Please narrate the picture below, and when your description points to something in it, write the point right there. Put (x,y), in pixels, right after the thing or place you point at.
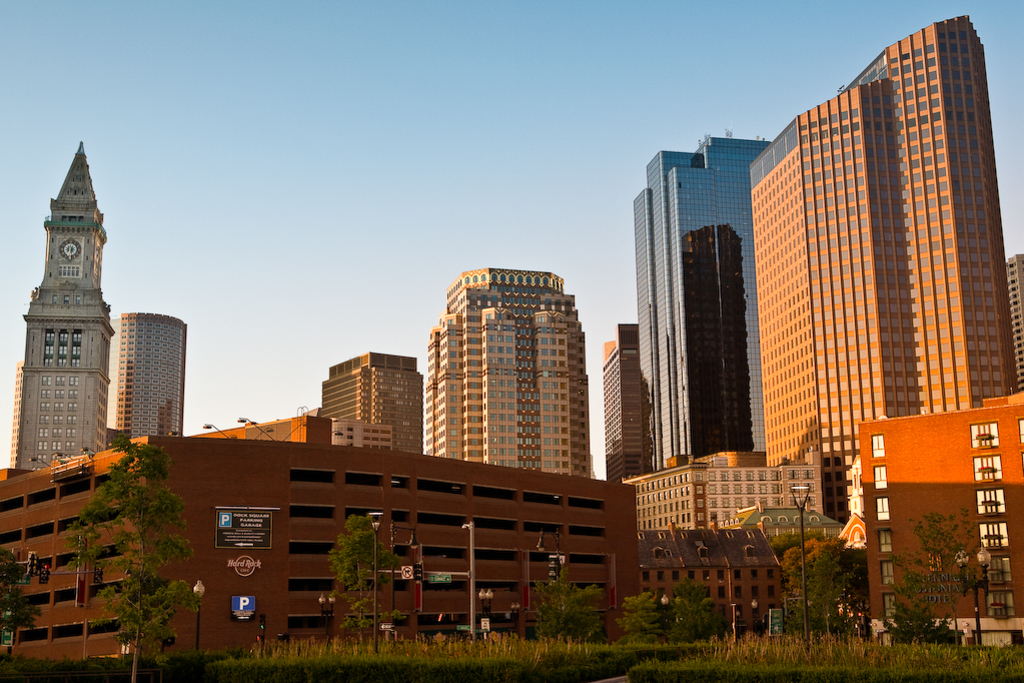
In the foreground of the picture (258,571) there are trees (379,580), street lights (467,575), plants (613,642), path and buildings (626,496). In the middle of the picture (679,411) there are buildings (48,331). At the top (438,122) it is sky (438,122).
